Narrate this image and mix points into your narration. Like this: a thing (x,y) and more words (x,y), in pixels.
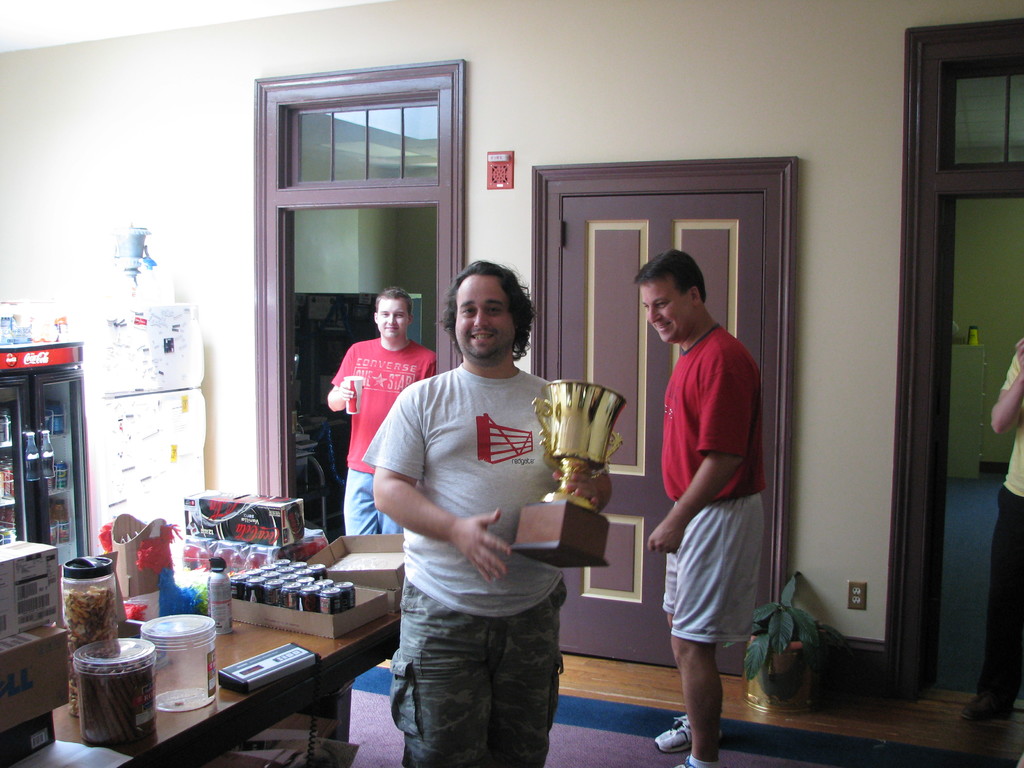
In the center (397,502) we can see three persons (716,471) were standing. And they were smiling and the man (512,480) he is holding some material (541,442). Coming to the left side (185,535) we can see the table (223,652), on table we can see some objects (150,537). And back of table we can see fridge (35,444), in fridge (40,476) we can see bottles (57,421). Coming to the background (598,99) we can see wall (602,82), door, plant (787,652). And on right side (1011,411) we can see one person (1005,393) is standing.
